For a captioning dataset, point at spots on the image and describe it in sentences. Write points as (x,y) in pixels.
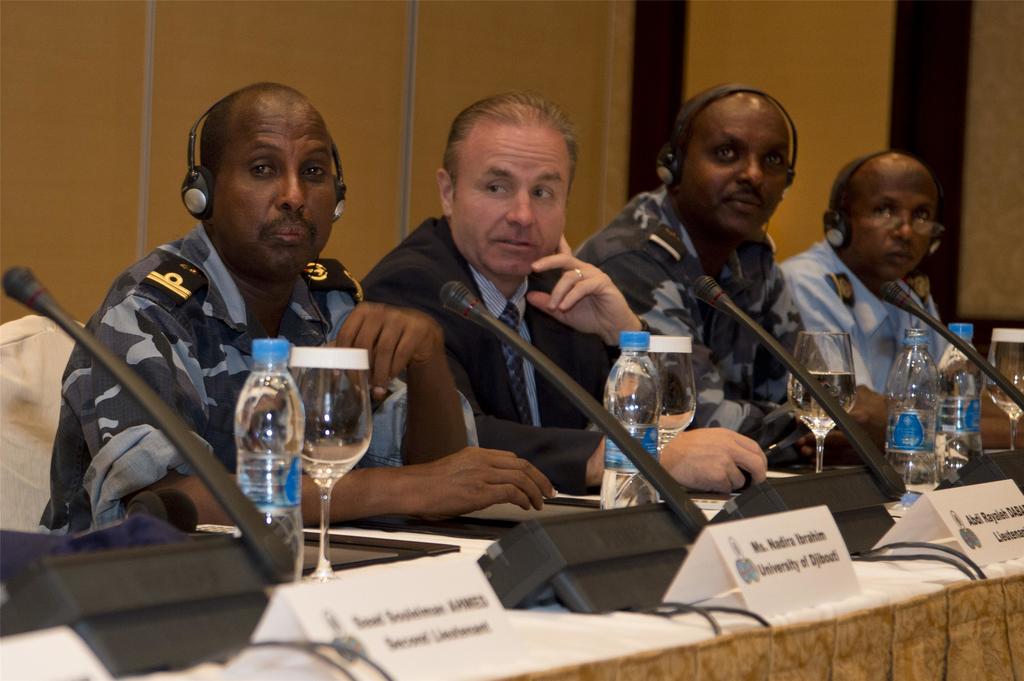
This image is taken inside a room (857,361), there are four men (878,342) in this room (394,300). They sat on a chairs (65,398). At the bottom of the image (944,494) there is a table (1020,596) with a name board (415,625), mic (506,596), water bottle (243,423) and a glass (321,431) with water (347,449) in it, on it. At the background (26,139) there is a wall (943,96).
